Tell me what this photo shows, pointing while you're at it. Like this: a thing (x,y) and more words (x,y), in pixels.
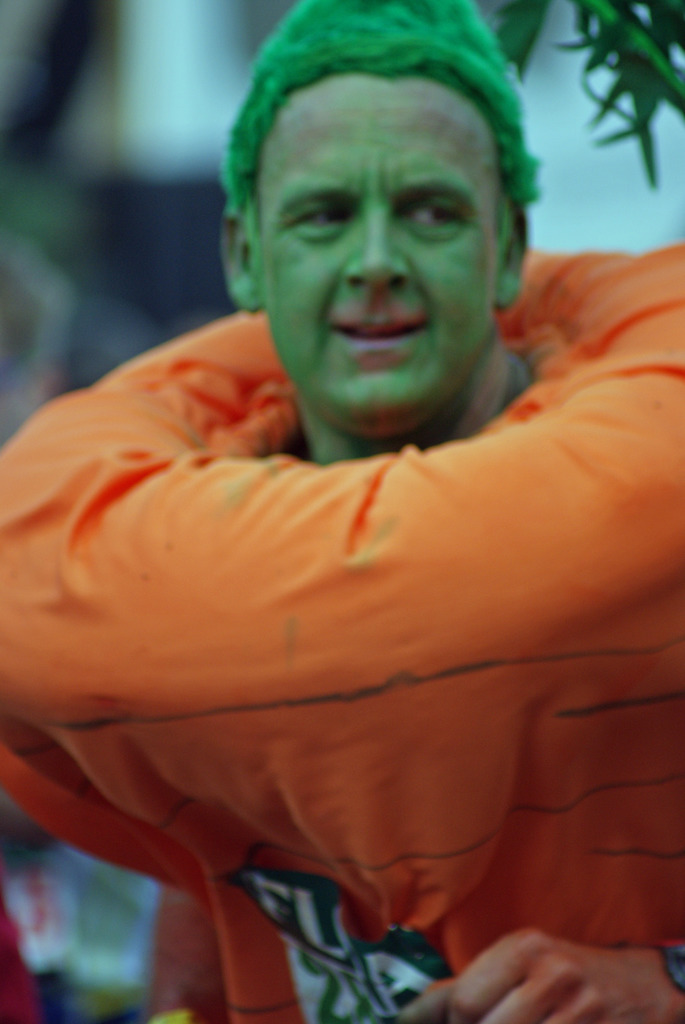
In this image there is a person (289,444), on the top right of the image (608,105) there are leaves (533,47), behind the person (372,22) the image is blurred.
